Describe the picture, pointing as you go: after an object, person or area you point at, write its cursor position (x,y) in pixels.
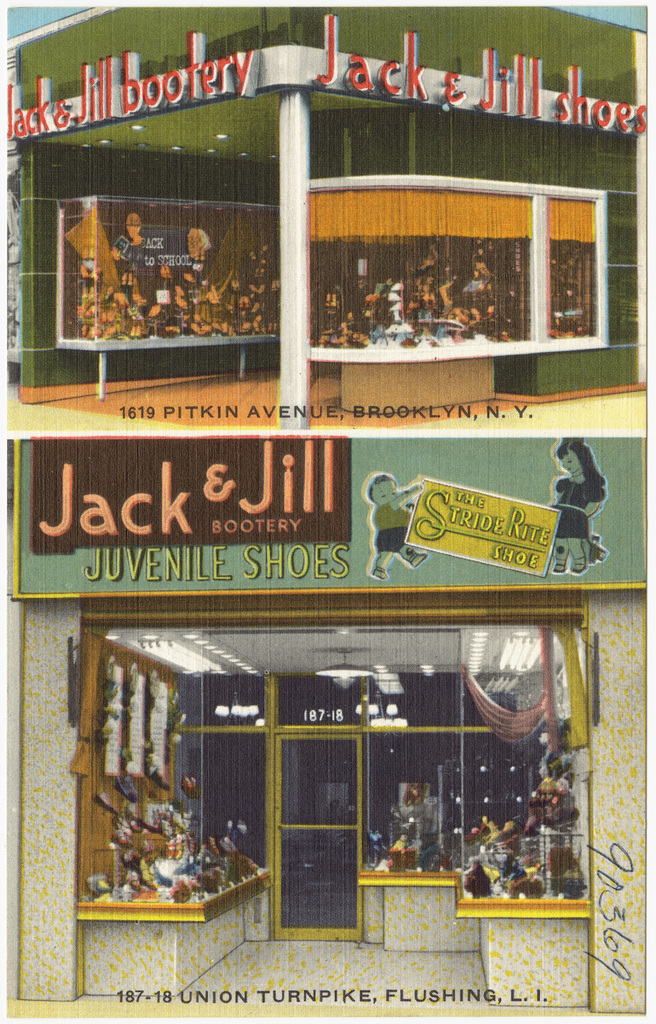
In the picture we can see a magazine (183,912) of the painting (608,421) of the building (601,690) with a shop (571,702) to it and in the shop (113,858) we can see some desks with some things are placed on it and with a glass door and on it jack and Jill bootery.
